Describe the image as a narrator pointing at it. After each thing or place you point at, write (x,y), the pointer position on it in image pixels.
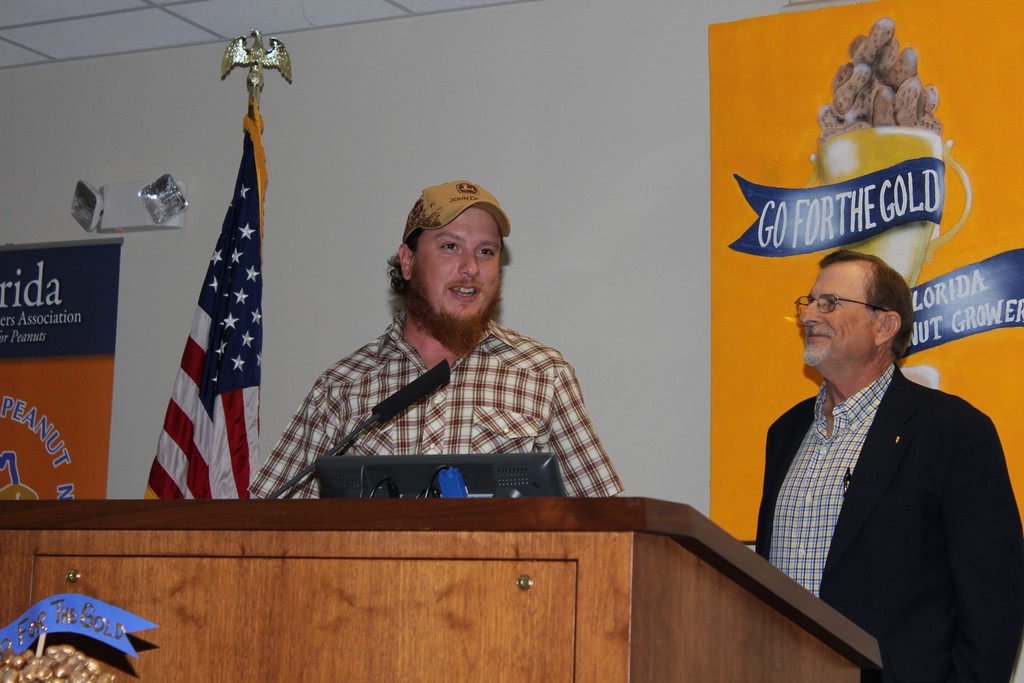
There are two men (970,485) standing at the podium (488,566). On the podium (495,510) there is a microphone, cables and a monitor (372,488). In the background (316,351) we can see hoardings (2,330), flag (230,244) and lights (166,203) on the wall (60,207) and on the flag (251,161) we can see a sculpture (259,64) of a eagle (255,80). On the left (39,644) at the bottom corner (49,645) there is an object (60,670).
